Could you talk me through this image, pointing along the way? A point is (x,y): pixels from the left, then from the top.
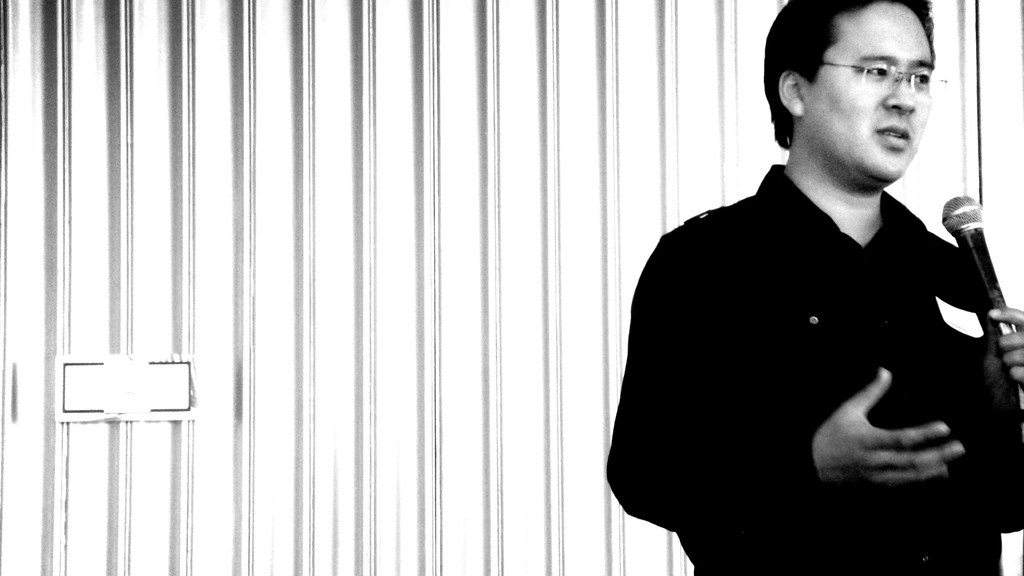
This is a black and white image. We can see a person (850,101) wearing spectacles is holding a microphone (984,242). We can see the wall (211,334) with an object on it.
